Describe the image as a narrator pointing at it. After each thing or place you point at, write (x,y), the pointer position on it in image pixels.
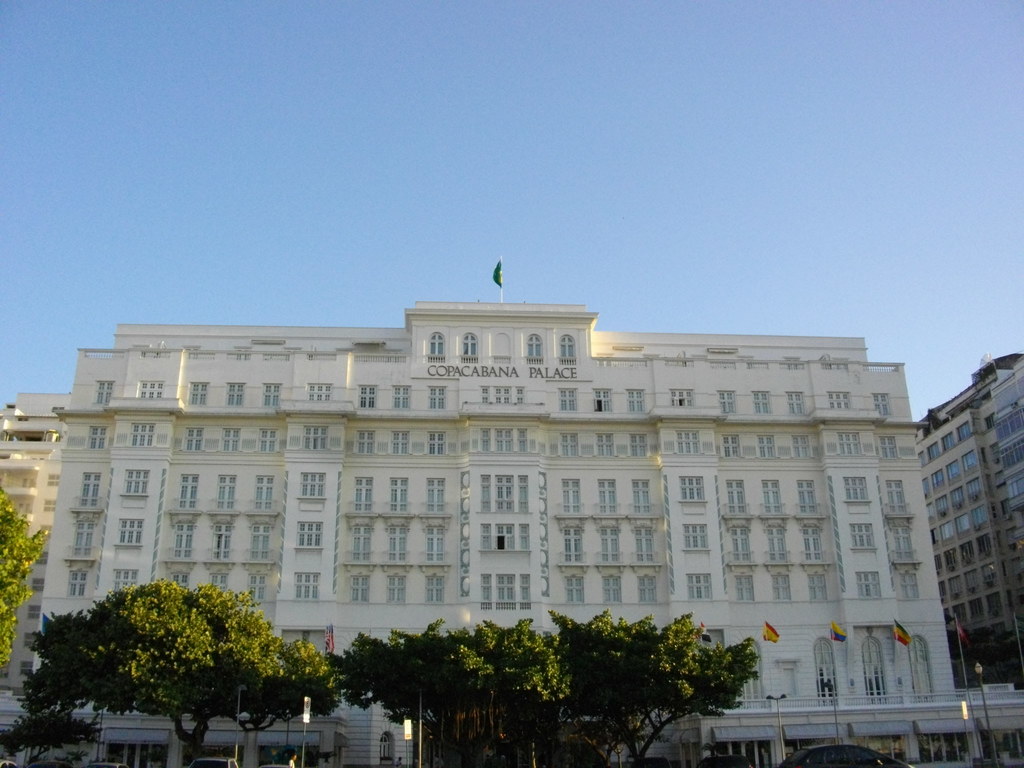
In this picture we can see few buildings (845,567), in front of the buildings (255,542) we can find few trees (314,672), flags (903,634) and vehicles (833,765).
